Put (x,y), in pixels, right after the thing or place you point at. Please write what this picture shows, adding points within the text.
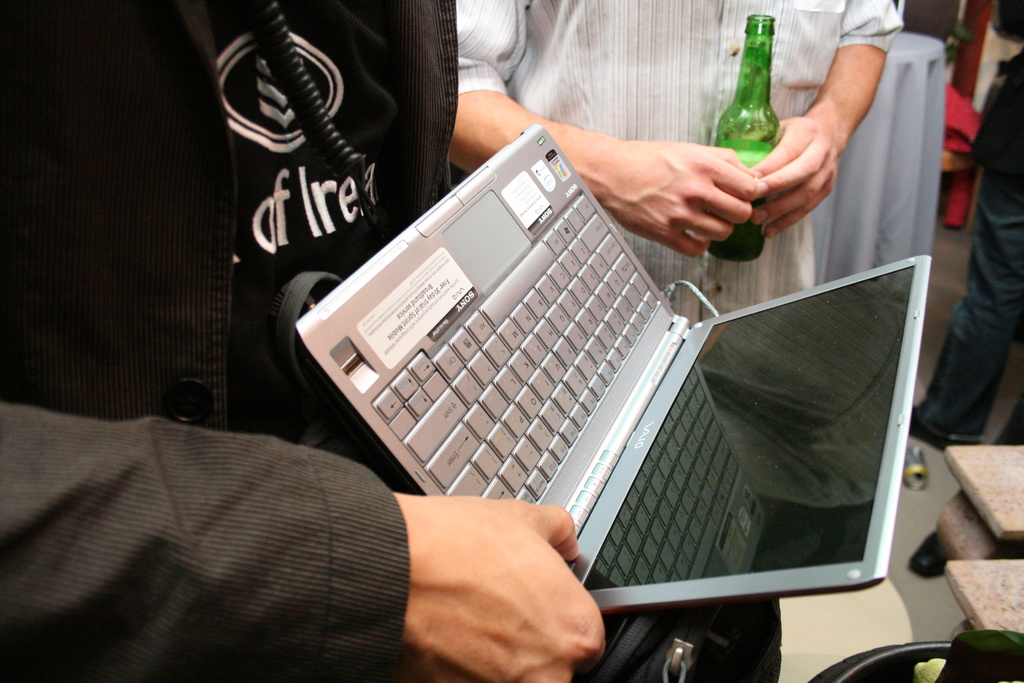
In this image, In the middle (498,416) there is a laptop (712,424) which is in ash color and in the left side (95,464) there is a man (151,412) standing and holding a laptop (572,511) and in the background (701,201) there is a man (703,101) standing and holding a bottle (741,135) which is in green color.
